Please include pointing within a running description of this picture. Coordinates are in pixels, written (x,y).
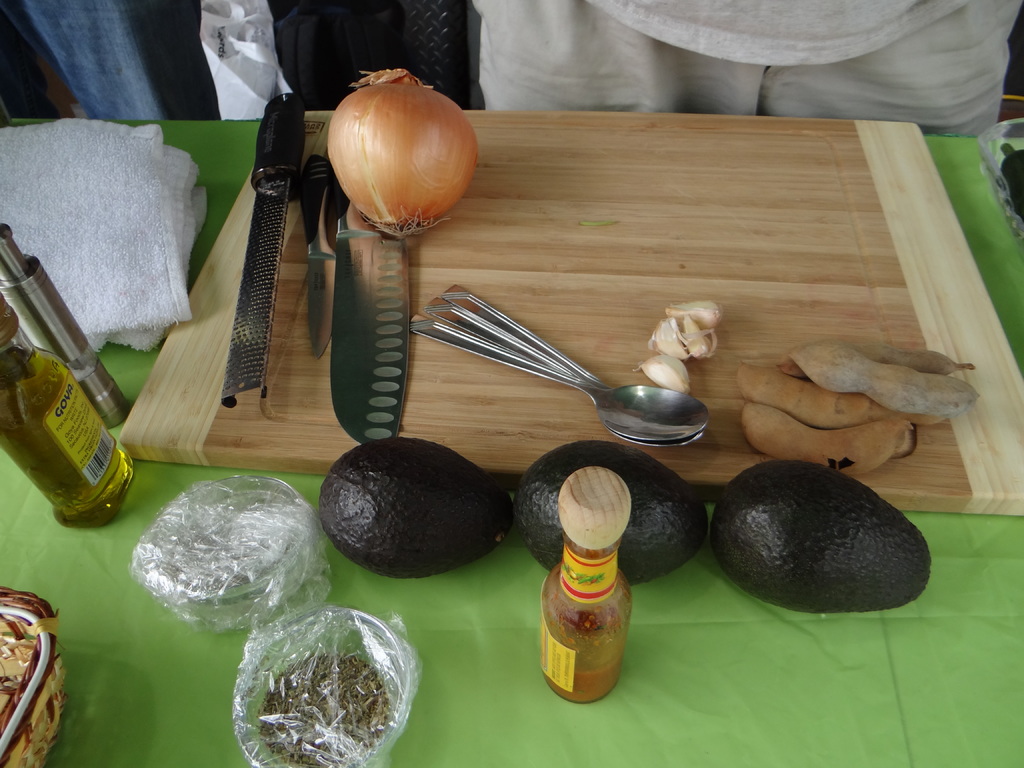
In this picture, we see a table (406,610) which is covered with green color sheet (708,692). On the table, we see the chopping board (193,339), knives (310,316), spoons (544,365), onion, tamarind (790,400), garlic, sauce bottle (578,532), two bowls (294,588) covered with plastic cover (338,661), glass bottle (63,365), hand towels (102,270) and three objects (636,509) in black color are placed. Beside that, we see two persons (557,59) are standing. Beside them, we see a white bag (241,69).
